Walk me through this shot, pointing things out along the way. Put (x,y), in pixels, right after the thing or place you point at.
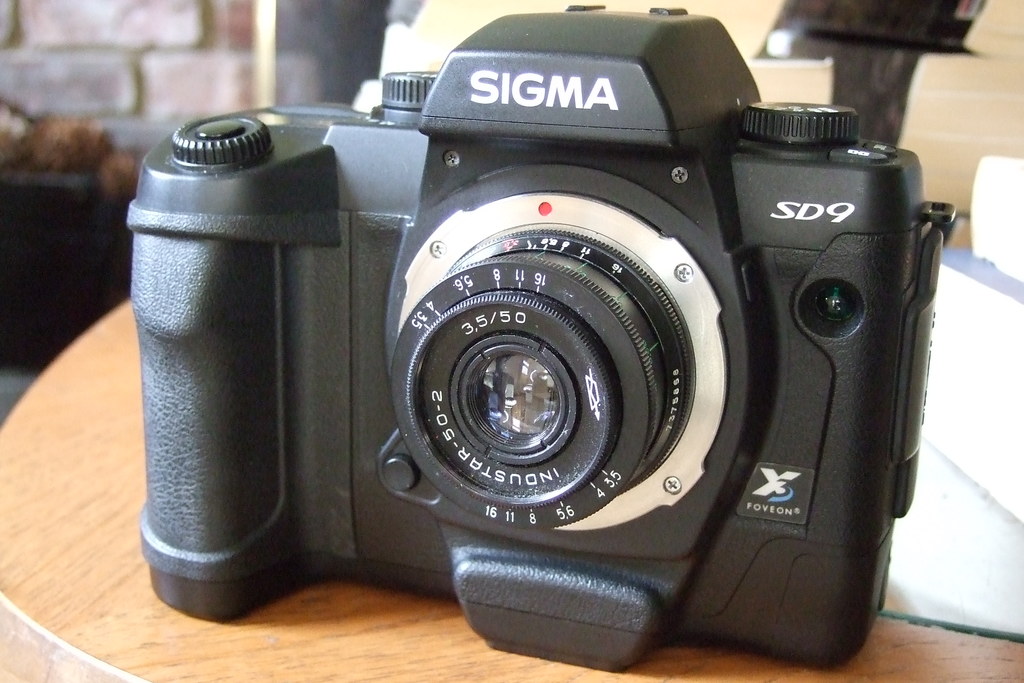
This picture contains a camera (300,430) which is placed on the table (649,659). On the right side (1006,375), we see a white color object (959,346). In the background (19,73), we see a brick wall (128,140). It is blurred in the background (226,69).
